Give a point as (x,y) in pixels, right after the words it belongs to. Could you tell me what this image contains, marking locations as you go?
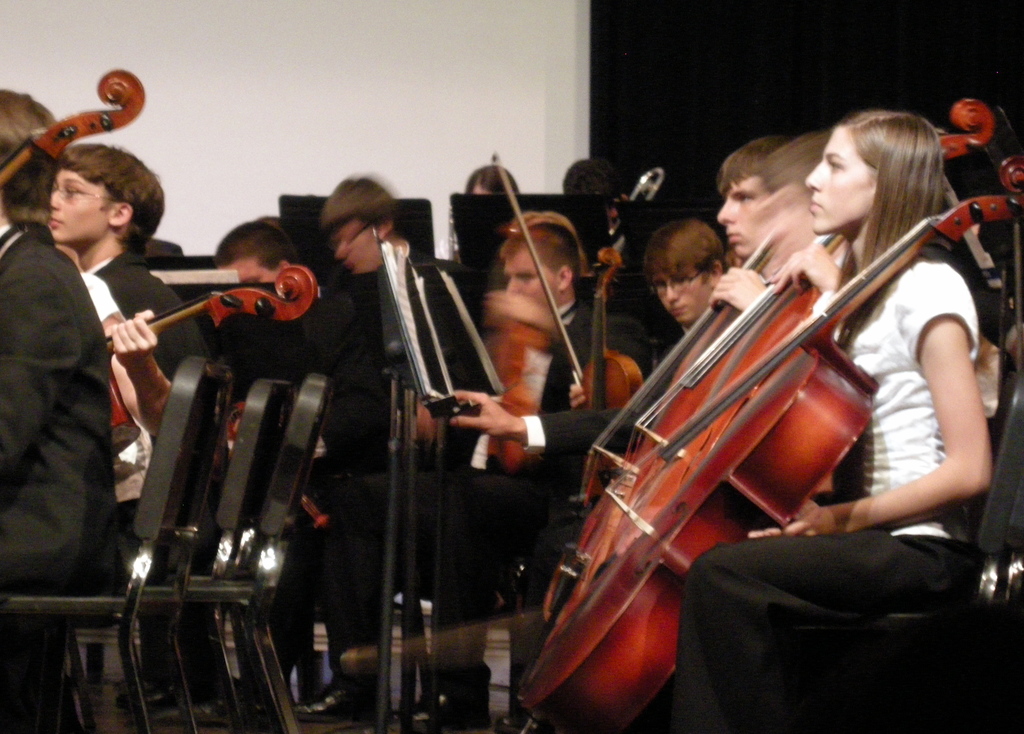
people (327,355) are holding violin (673,439) in their hand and seated on the chairs (227,479).
